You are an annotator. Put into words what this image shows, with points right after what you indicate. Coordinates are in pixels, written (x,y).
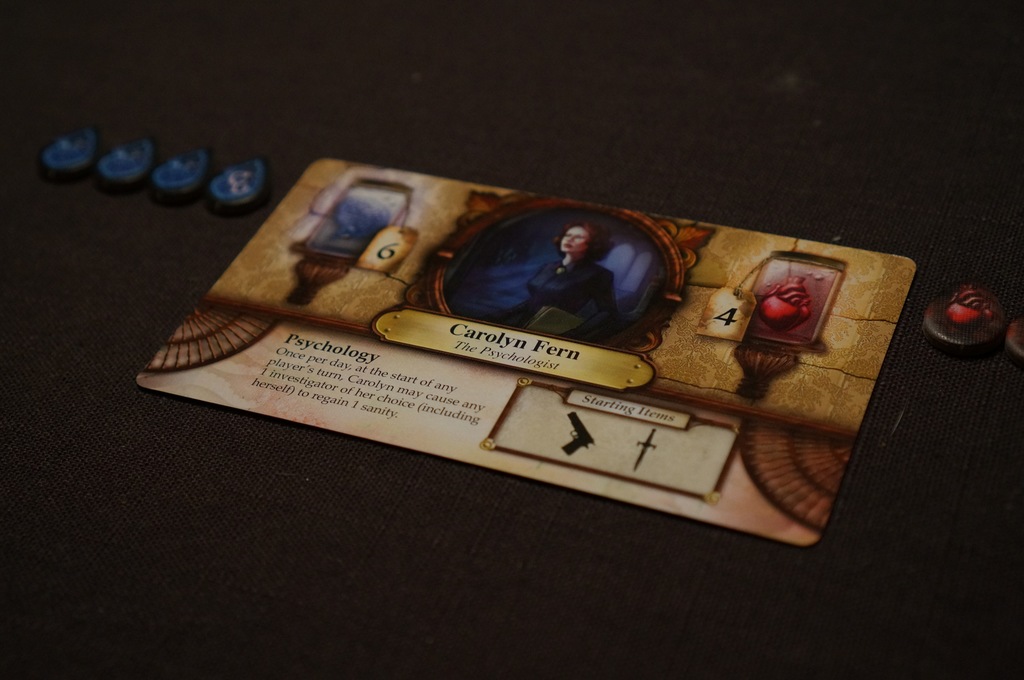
In the picture I can see a card (513,456) is placed on the black surface (499,544). Here we can see a picture (584,260) of a lady (609,321) and some edited text (594,399) and weapons (579,431) on the card (563,371). The background of the image is dark, where we can see some buttons (233,174).
